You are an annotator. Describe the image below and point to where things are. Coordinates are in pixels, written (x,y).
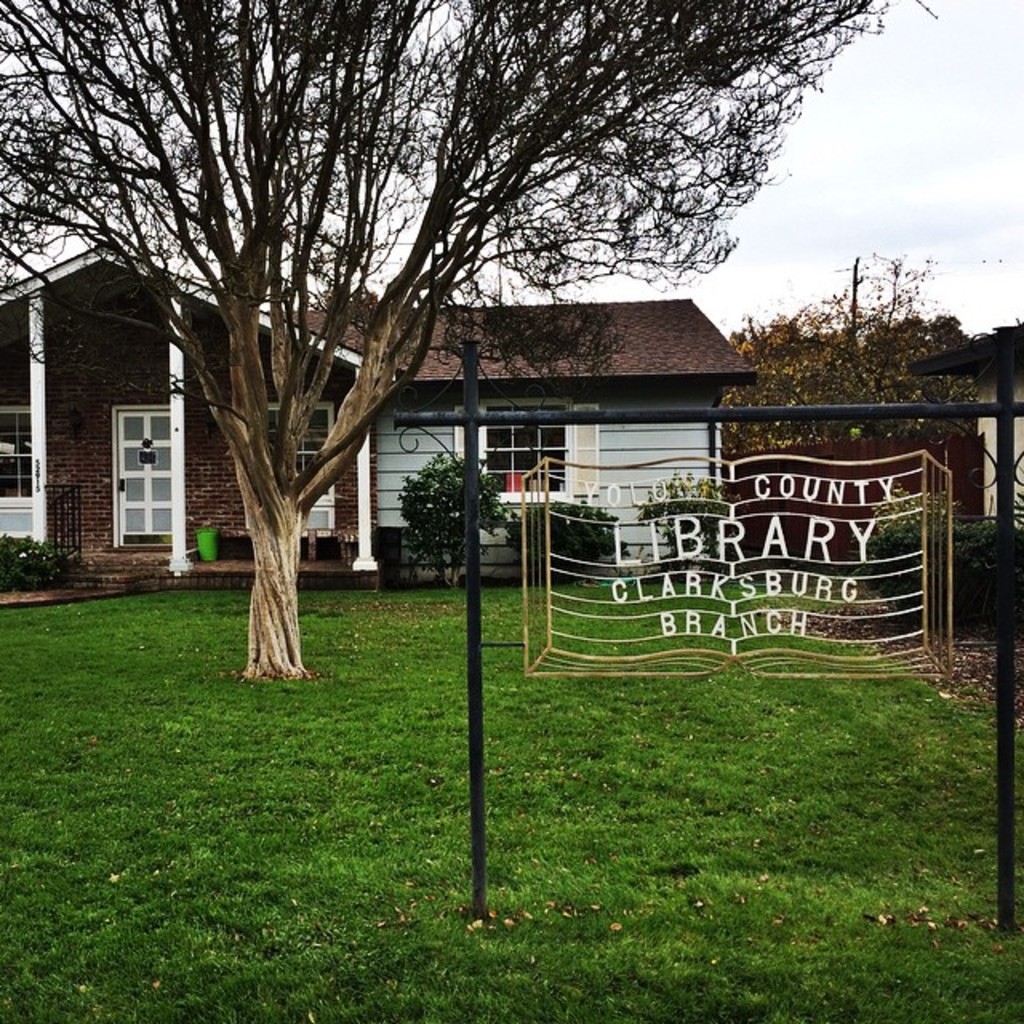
This image consists of a house (98,494) along with a door (150,483) and window (27,479). At the bottom (332,864), there is green grass (336,815). To the left (272,509), there is a tree (471,73). To the right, there is a name board (682,660). At the top (772,198), there is a sky (772,198).
